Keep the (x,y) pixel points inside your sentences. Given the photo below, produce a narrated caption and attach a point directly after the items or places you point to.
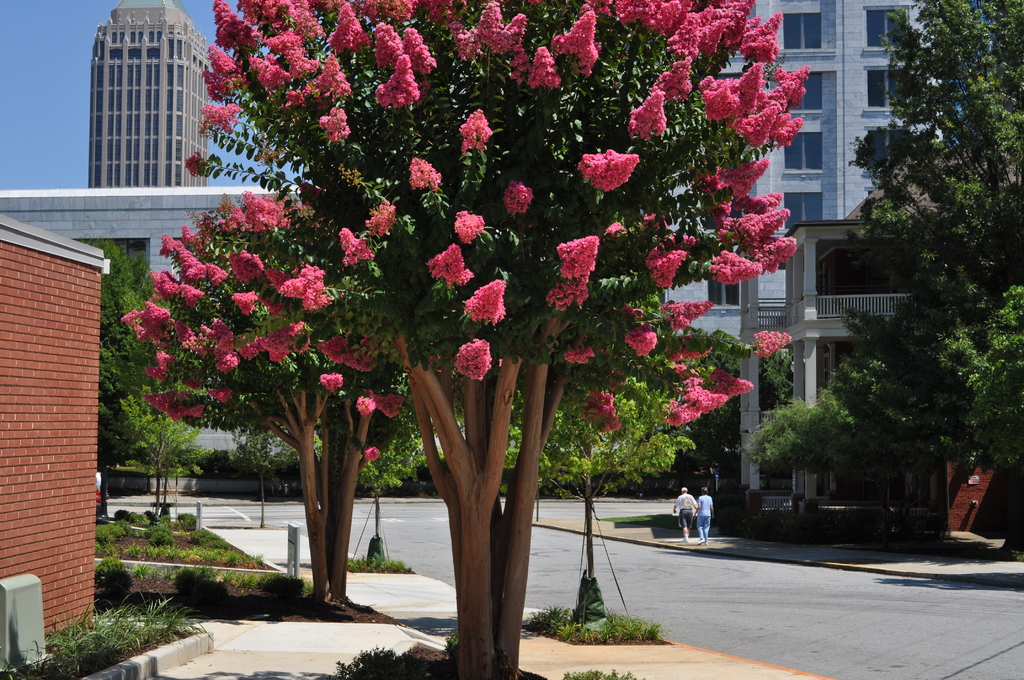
This picture is clicked in the city (586,468). Here, we see a woman (711,521) in blue dress (710,515) and a man (691,514) in the white t-shirt (682,499) is walking on the sidewalk (672,533). Beside them, we see a road (852,653) and on either side of the road (892,646), there are many trees (528,445). On the left corner of the picture (94,451), we see a building (91,379) which made up of red colored bricks (45,458). There are many buildings (122,177) in the background (160,215) and we even see the sky (86,141).
